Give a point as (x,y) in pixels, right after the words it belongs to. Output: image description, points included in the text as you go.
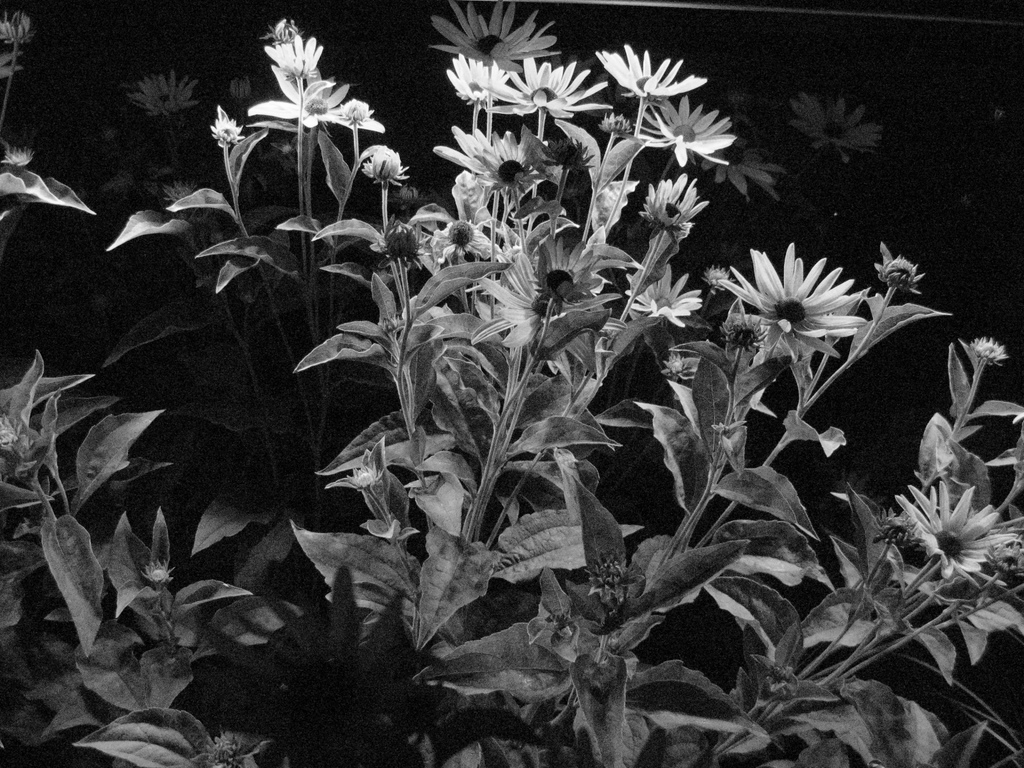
In this image I can see flower plants (518,397). This image is black and white in color.
